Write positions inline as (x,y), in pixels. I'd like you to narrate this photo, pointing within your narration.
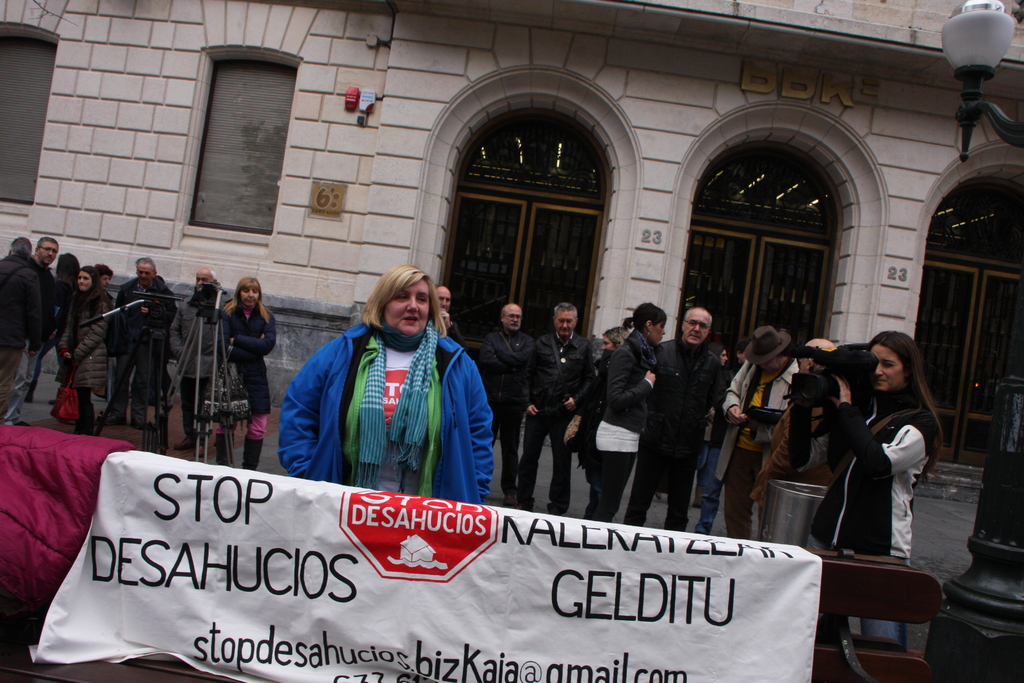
Here we can see group of people (729,399). There is a camera (207,307), bench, and clothes (252,391). In the background (962,364) we can see a building (84,175), doors (963,336), windows (234,204), and a lamp (978,40).
